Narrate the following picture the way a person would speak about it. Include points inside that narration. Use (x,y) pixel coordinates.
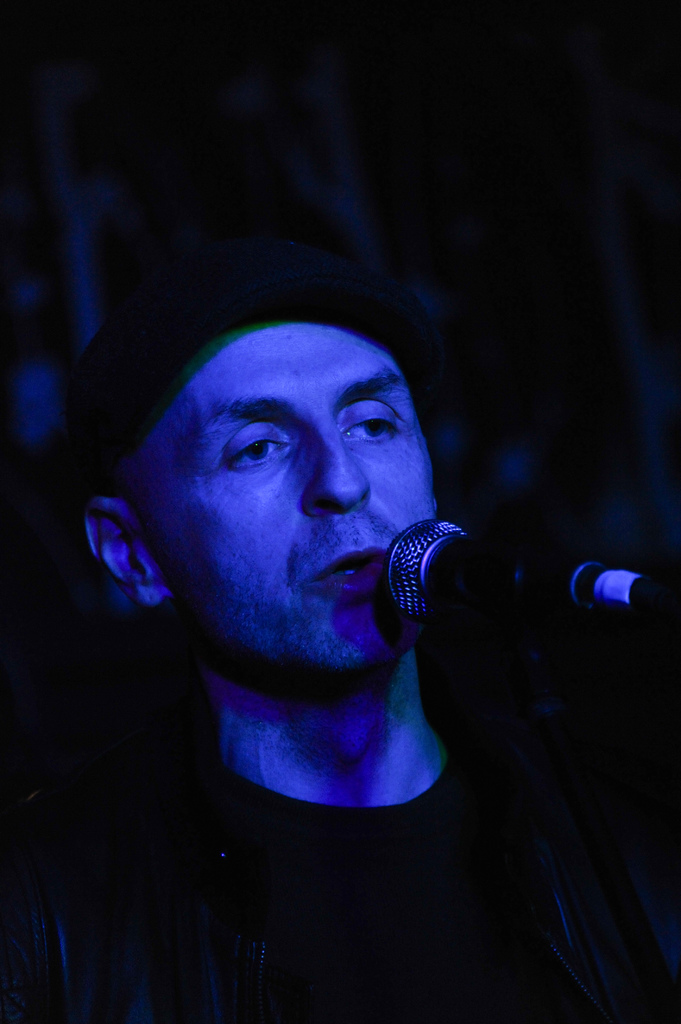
In this image, we can see a person (679,1013) and a microphone (571,570). We can also see the dark background (513,282).
